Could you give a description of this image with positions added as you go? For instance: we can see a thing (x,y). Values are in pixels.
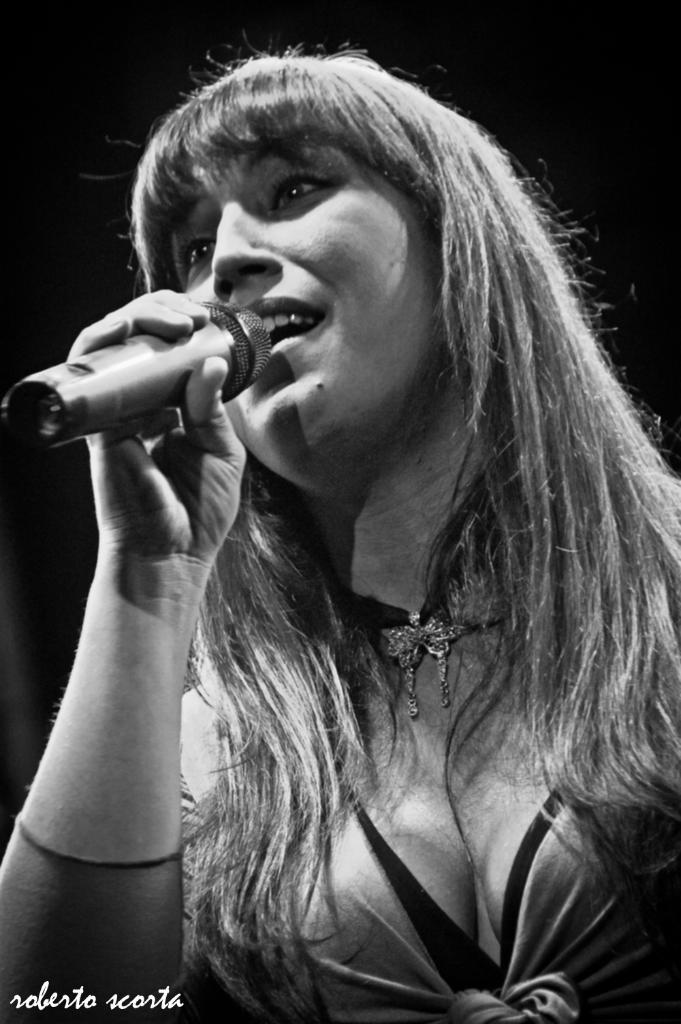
In this image there is one woman (320,469) who is holding a mike (71,381) it seems that she is singing.
